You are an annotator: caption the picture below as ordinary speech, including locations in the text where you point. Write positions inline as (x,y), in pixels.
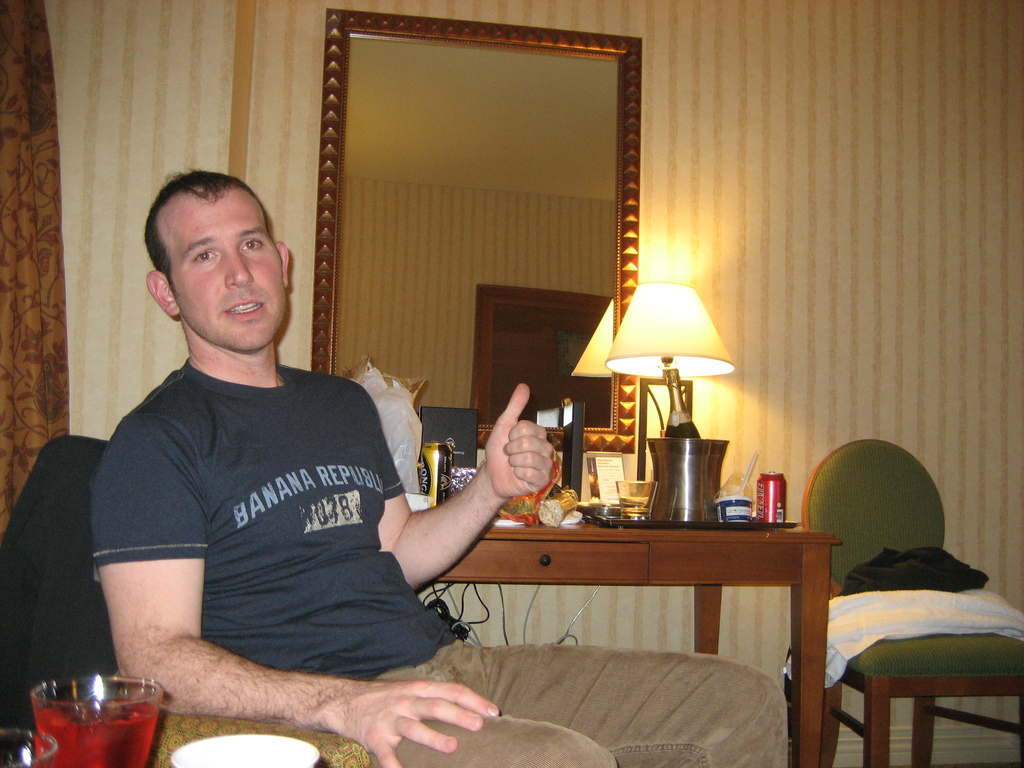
This Picture describe about the inner view of the room (826,124) in which a man (244,543) is wearing black T-shirt (276,563) and brown pant (579,678) is sitting on the chair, Behind we can see a wooden table (672,558) on which table light (664,294), coke can (762,488) and a champagne bottle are kept, Behind we can see a beautiful mirror (527,280) and nice wall paper (1006,249) on the wall (843,226) with brown curtain (39,372).
